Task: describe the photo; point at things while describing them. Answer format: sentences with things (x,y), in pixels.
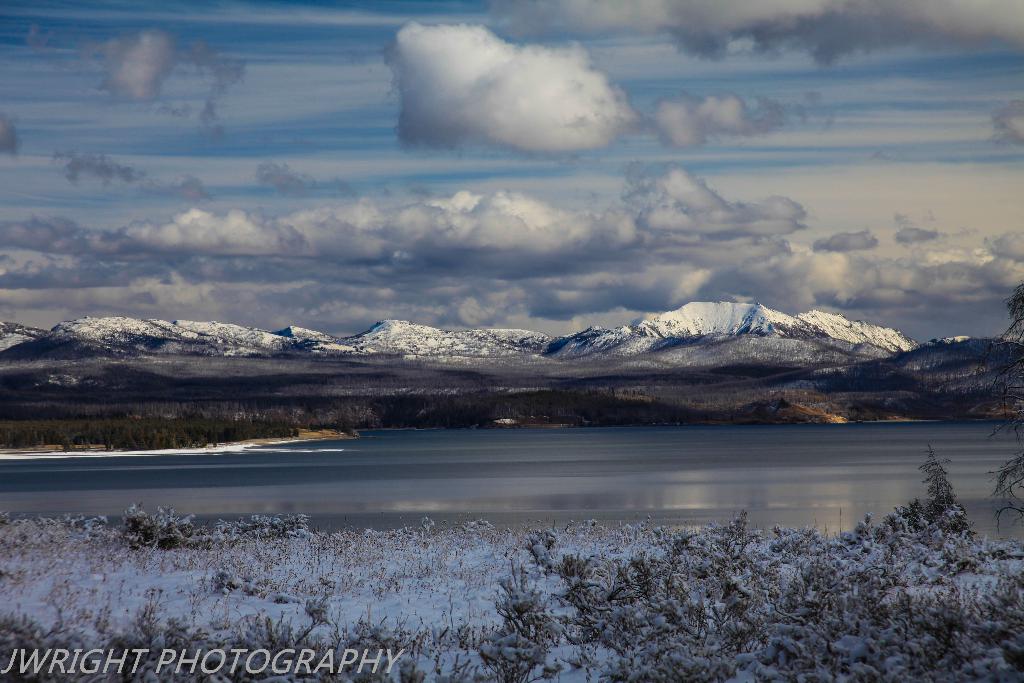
In this image, in the middle (427,379) there are mountains (528,378), plants (512,404), water (536,457), ice (392,578), sky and clouds (551,145). At the bottom (30,667) there is a text (205,652).
